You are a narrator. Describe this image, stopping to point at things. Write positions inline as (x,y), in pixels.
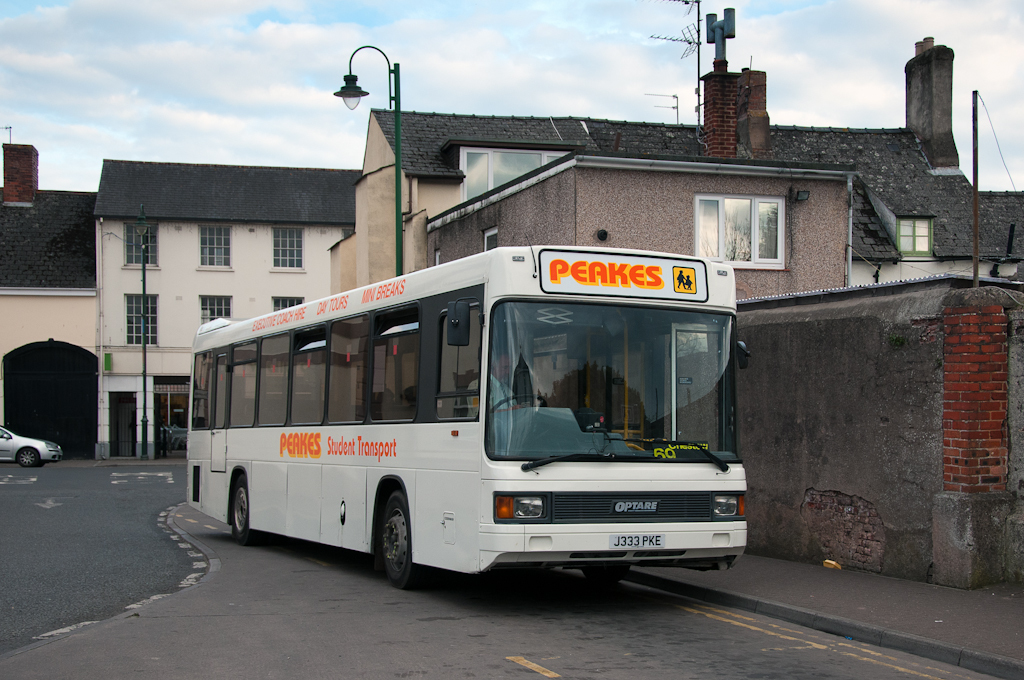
In this picture I can see white color bus (379,537) moving on the road (457,578). Behind there are some shed houses (667,233) with white color windows (737,228). On the top (659,14) there are some antennas (688,43) and sky (337,108).
